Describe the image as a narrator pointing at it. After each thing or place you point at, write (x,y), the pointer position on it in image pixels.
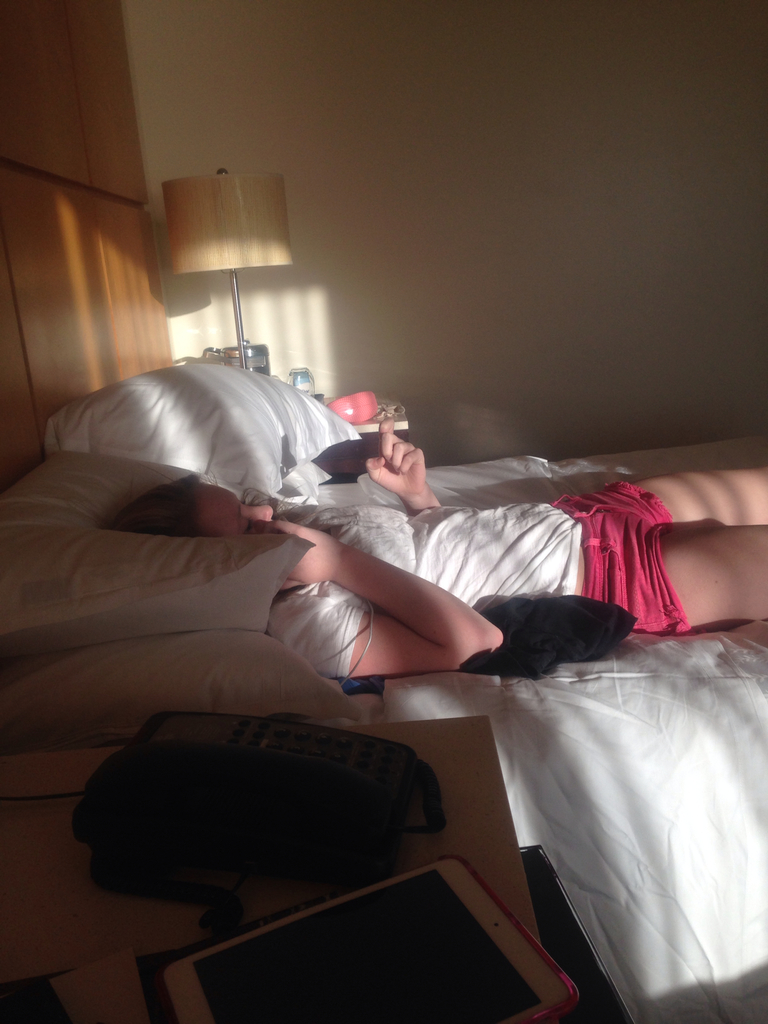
In this image the woman (419,667) is lying on the bed (262,477). There are pillows (220,447). On the table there is lamp (216,206), telephone (206,807) and a tab (400,959).
